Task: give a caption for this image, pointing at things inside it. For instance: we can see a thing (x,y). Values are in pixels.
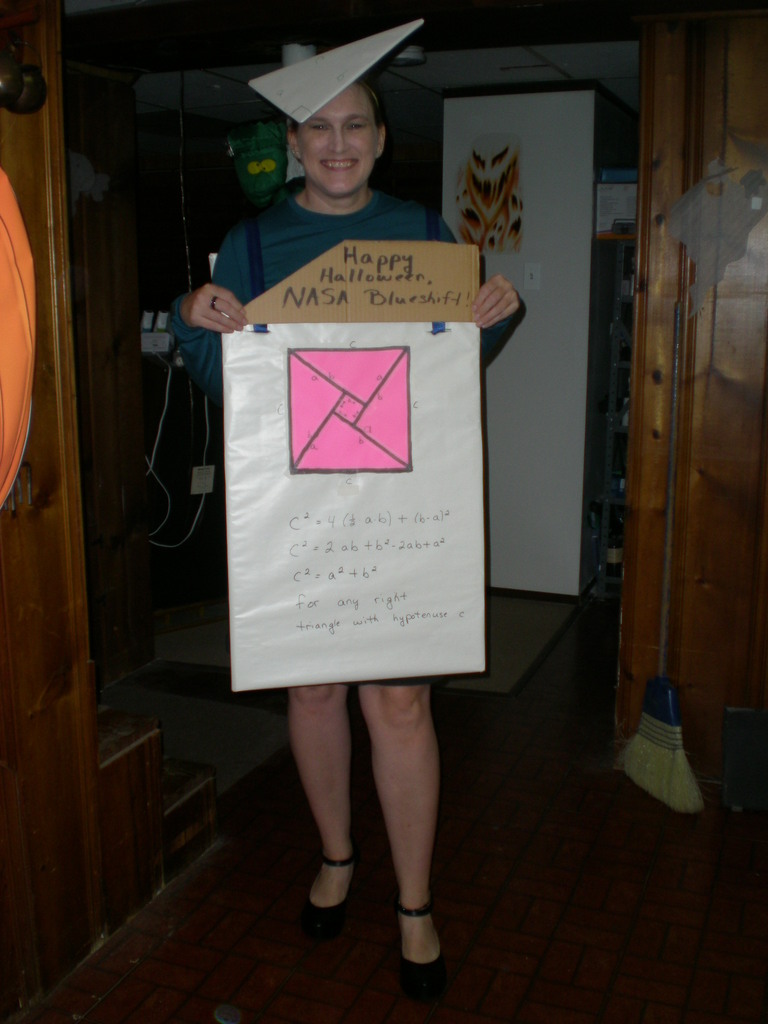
In this image in the center (340,533) there is one person (319,126) who is standing and she is holding one board (322,527), in the background (634,240) there is a board (571,316), doors (115,639) and some wires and some other objects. At the bottom (626,908) there is a tile floor (610,855). On the right side (669,573) there is one brush (670,751).
